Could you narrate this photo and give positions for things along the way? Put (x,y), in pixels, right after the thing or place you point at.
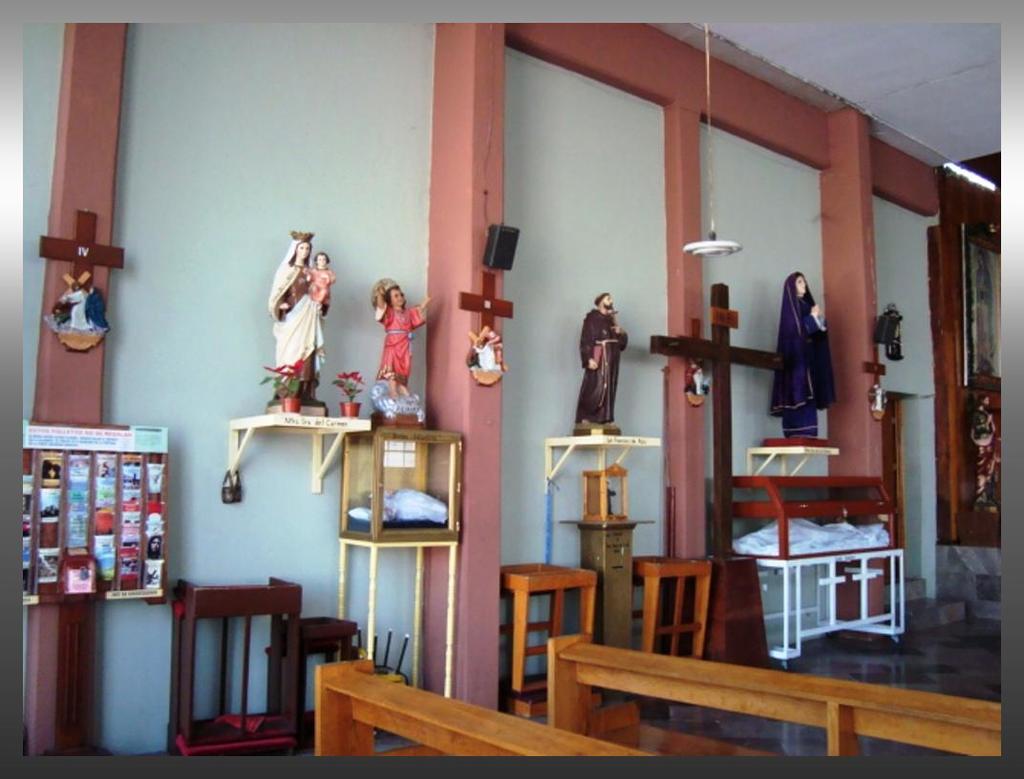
The picture might be taken in a church (994,689). In the foreground (685,696) we can see benches (498,725). In the middle of the picture (619,324) there are desks (645,560), sculpture (97,317), speaker (512,261), crosses (473,302) and other objects (709,247). At the top (841,63) it is ceiling (949,57). In the middle (571,263) we can see pillars (110,140) and wall (379,192) as well.
